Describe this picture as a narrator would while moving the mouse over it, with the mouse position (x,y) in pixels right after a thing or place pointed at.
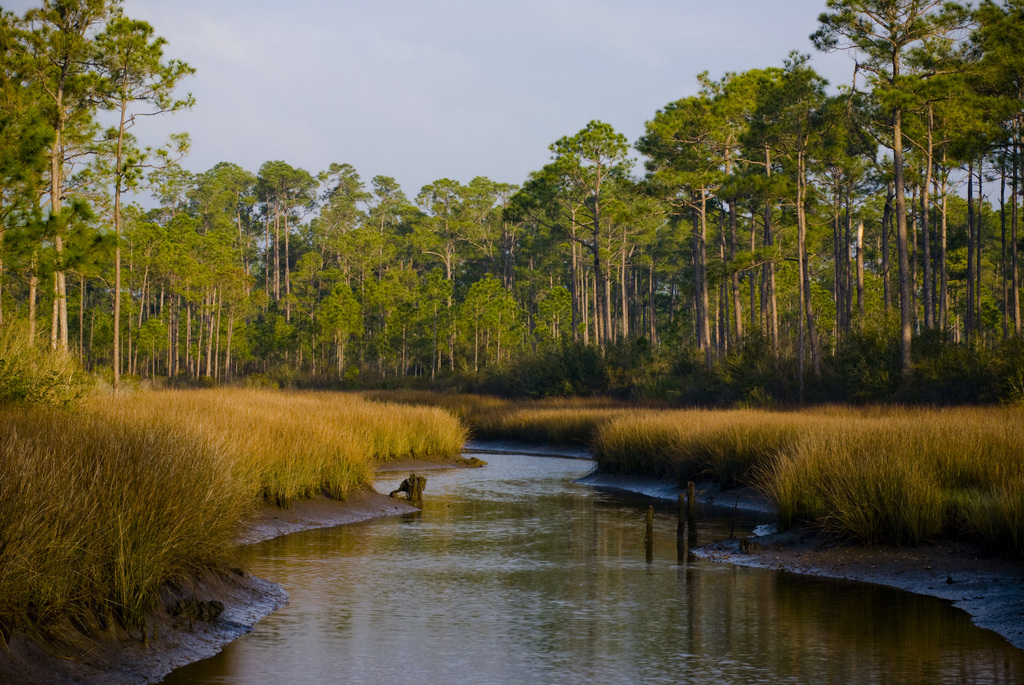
In this image we can see trees (349,317), plants (525,386), water (467,564), sky (460,105) and clouds (267,88).
